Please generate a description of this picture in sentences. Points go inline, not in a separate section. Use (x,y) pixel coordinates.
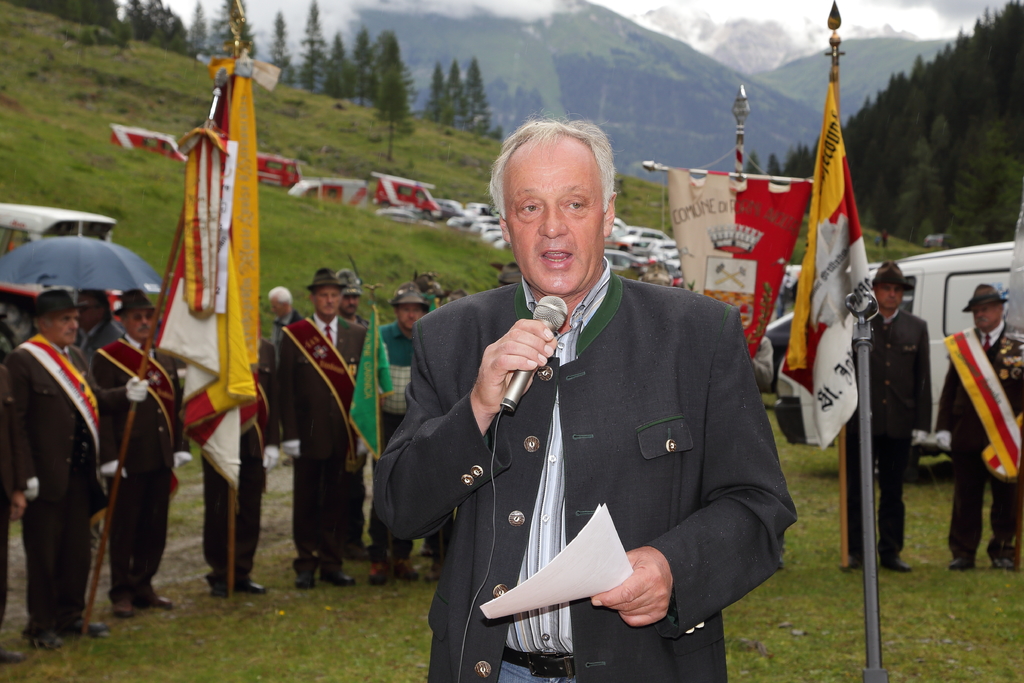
This image is taken outdoors. At the bottom of the image (269,616) there is a ground (311,601) with grass (785,602) on it. At the top of the image (459,59) there are a few hills (722,71). In the middle of the image (413,349) a man (682,399) is standing on the ground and he is holding a mic (518,381) in his hands (506,374) and many people (50,338) are standing on the ground (927,552) and holding flags (364,383) in their hands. In the background (22,222) a few cars (938,282) are parked on the ground (391,241) and there are many trees (904,161) on the ground (194,60).
